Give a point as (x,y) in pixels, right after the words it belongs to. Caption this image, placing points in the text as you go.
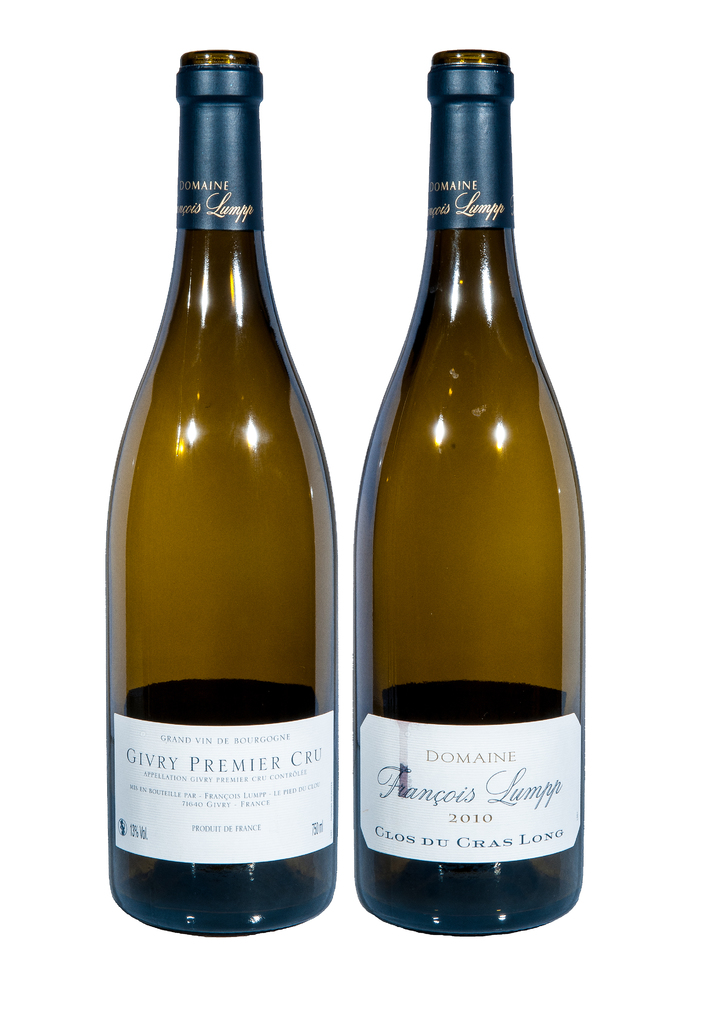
This image consist of two bottles (298,441) on the bottle (227,757) there is a label (229,764) attached to the bottle (226,780) and there are the some text (193,761) written on the bottle (175,805) and back ground (67,277) i can see a white color.
